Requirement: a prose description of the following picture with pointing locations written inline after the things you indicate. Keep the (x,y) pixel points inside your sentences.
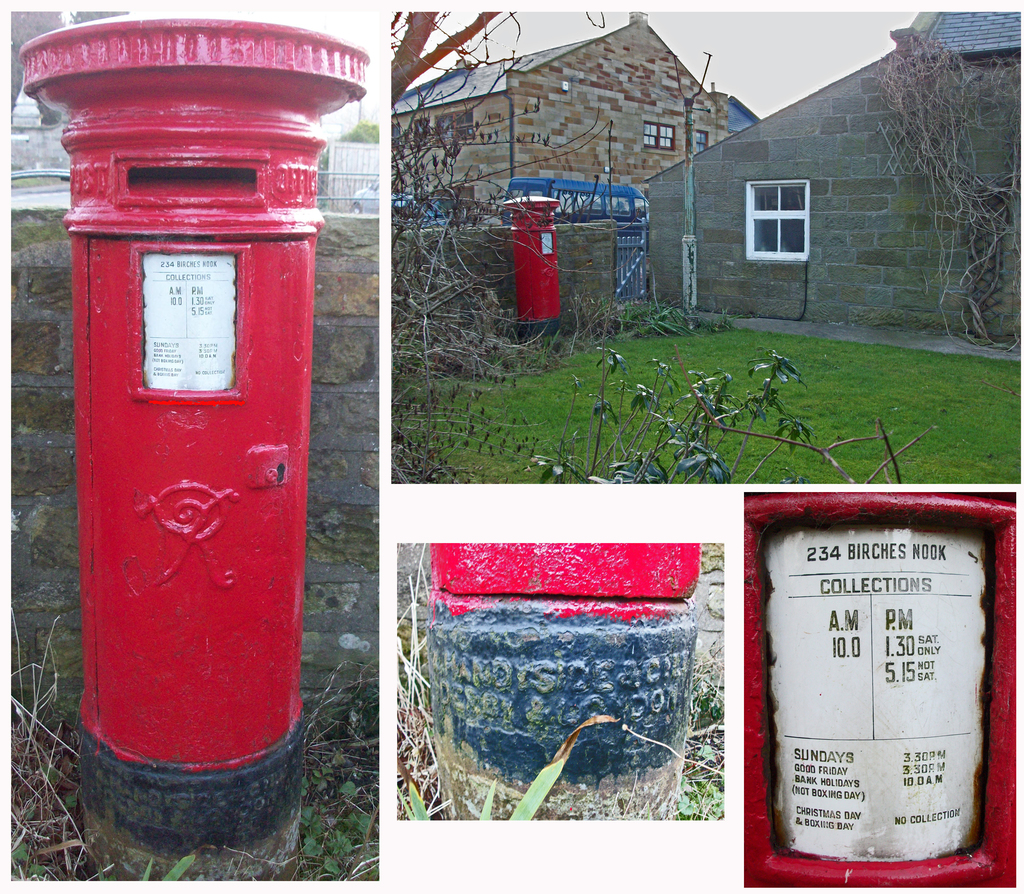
This is a collage picture, in this image we can see some post boxes (289,846), plants (306,822), grass (519,402), poles (692,199), houses (731,202), windows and the wall (697,187).
